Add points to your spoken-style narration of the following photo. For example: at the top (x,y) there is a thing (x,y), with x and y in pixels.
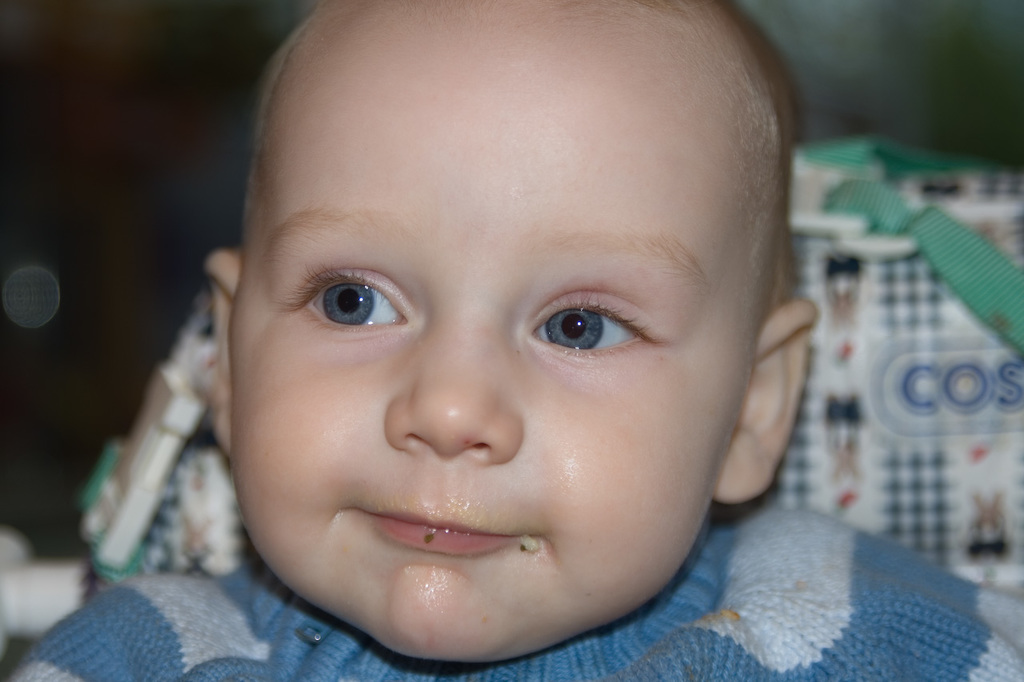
In this image, I can see a baby boy (590,556) smiling. He wore a shirt (596,657). This looks like a bag (887,345). The background (932,35) looks blurry.
